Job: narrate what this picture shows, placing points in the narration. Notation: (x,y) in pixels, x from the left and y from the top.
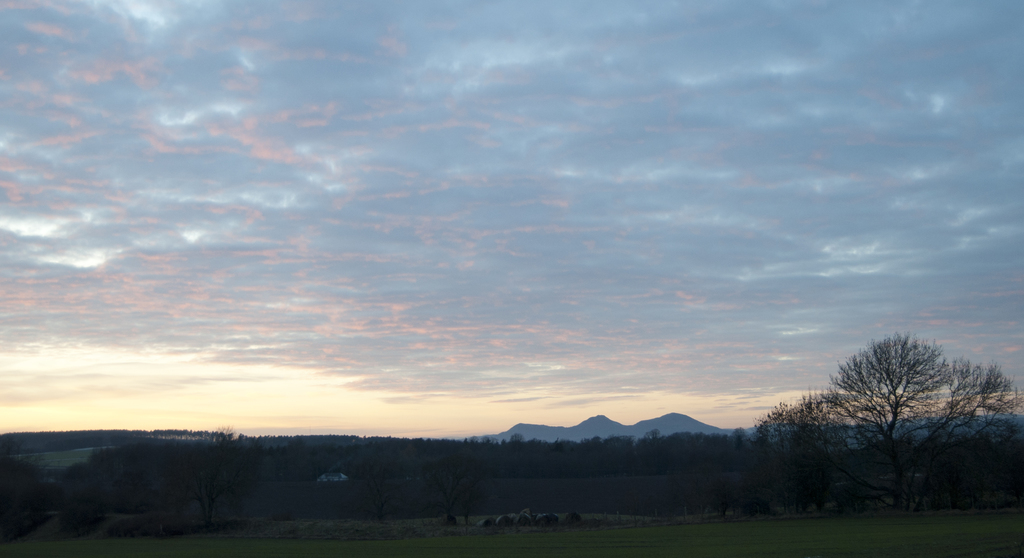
In this image I can see trees (431,489). Background (620,427) I can see mountains (607,428), and I can see sky (231,248) in blue and white color.
